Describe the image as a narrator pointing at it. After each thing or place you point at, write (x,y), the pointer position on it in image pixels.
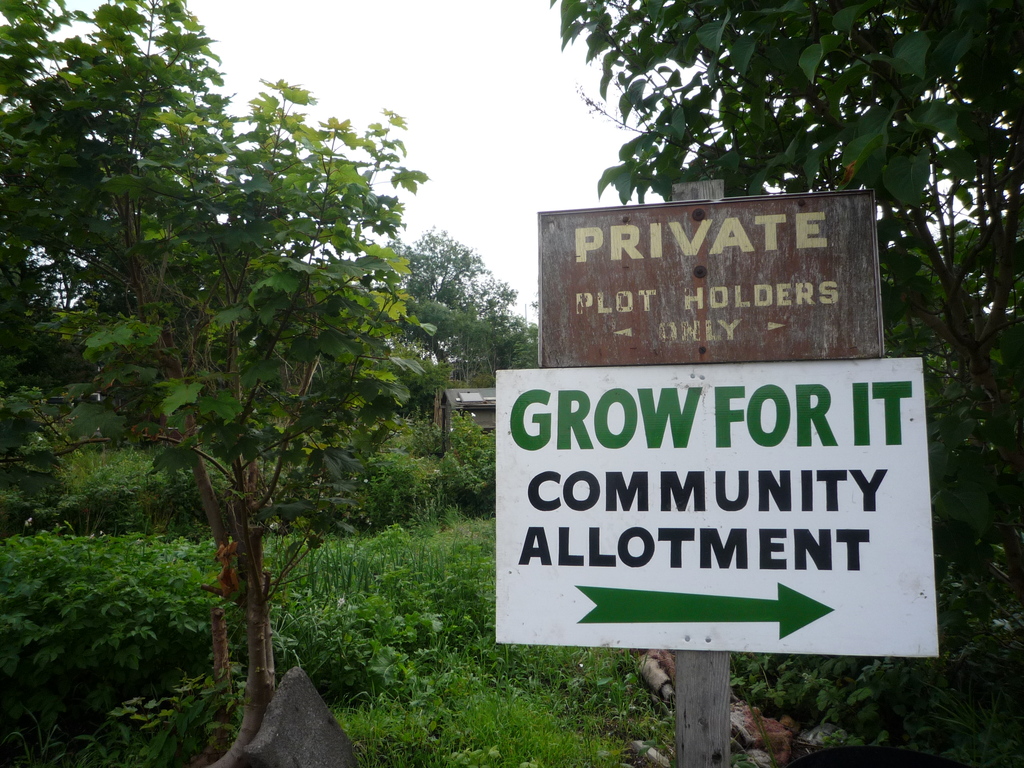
In this image I can see few trees (240,393). I can see two boards (791,422) with some text (647,310) on it. At the top (490,123) I can see the sky (470,157).
